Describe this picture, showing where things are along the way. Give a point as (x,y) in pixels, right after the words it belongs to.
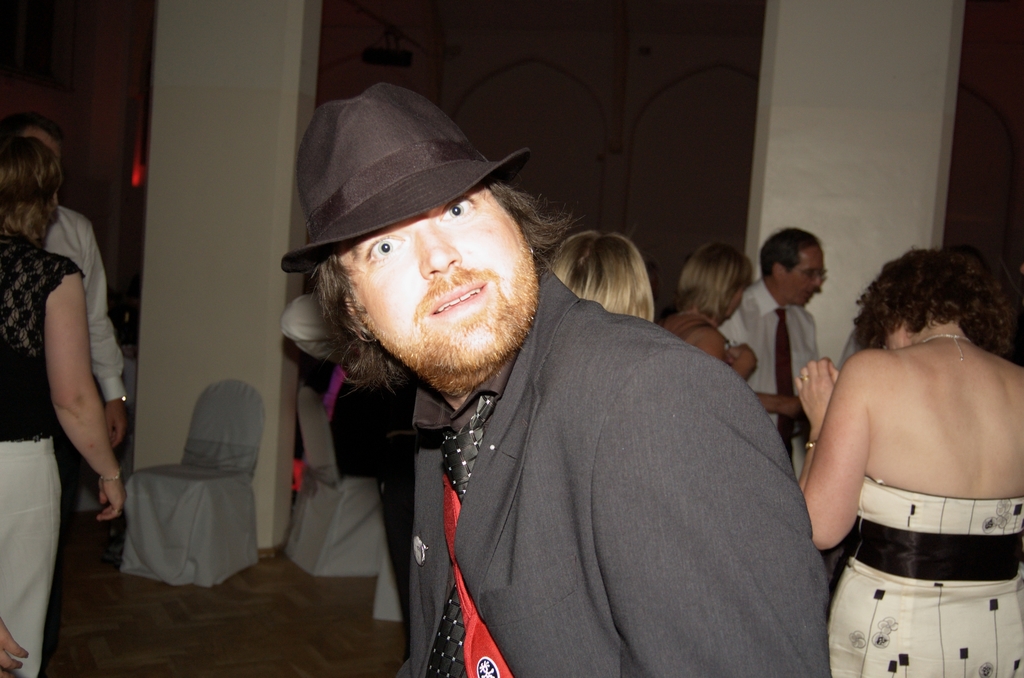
In this picture there is a man (376,370) in the center of the image (354,244) and there are other people (958,269), chairs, and pillars (772,139) in the background area of the image (29,203).
